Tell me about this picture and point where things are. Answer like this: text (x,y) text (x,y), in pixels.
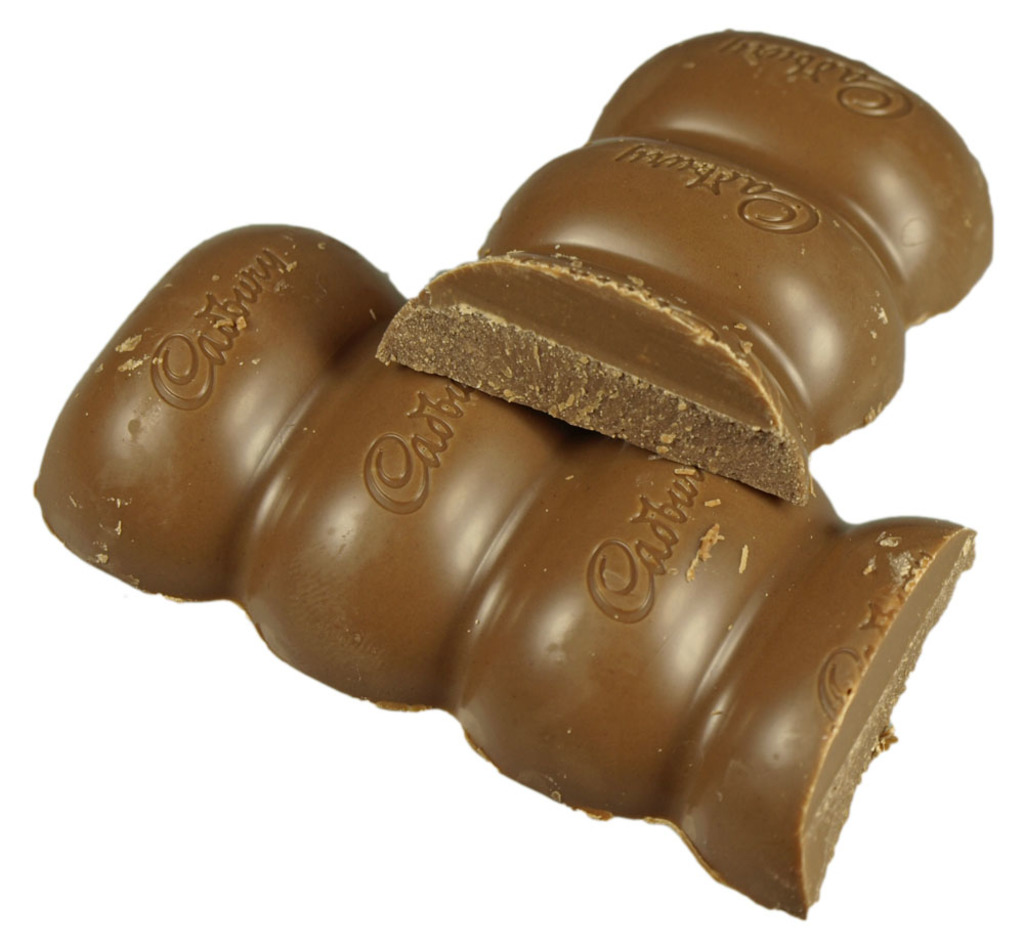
In this image I can see chocolates (871,625) in brown color and cadbury written on it.
